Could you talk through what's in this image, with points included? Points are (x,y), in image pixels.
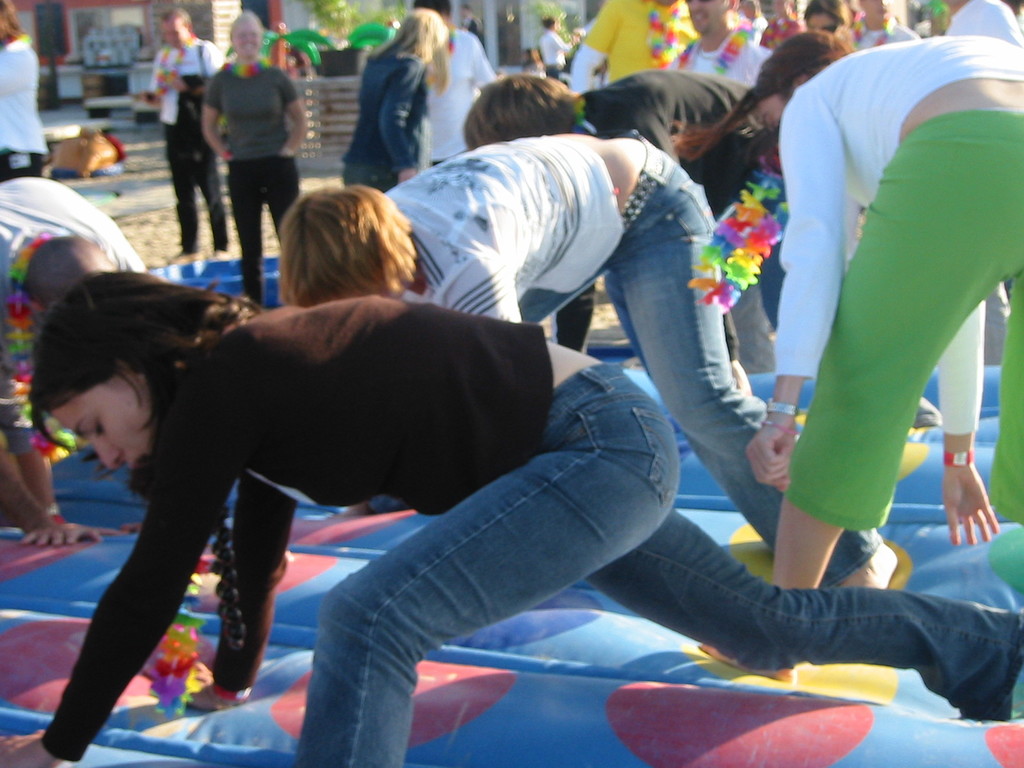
In this image there are a few people (443,362) bending forward. There is a mat (286,627) on the ground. Behind them there are a few people (238,72) standing. Behind them there is a railing (326,122). In the background (129,28) there are stalls (136,43).
